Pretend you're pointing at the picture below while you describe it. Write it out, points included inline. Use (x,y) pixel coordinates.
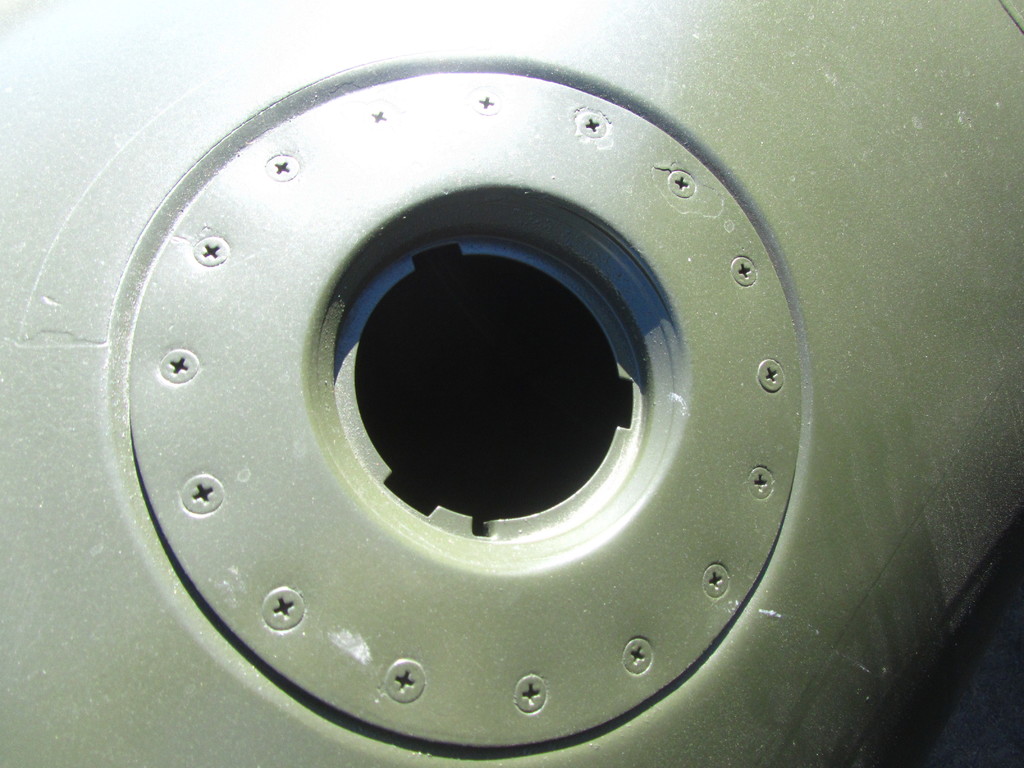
This picture shows a metal tank (24,244).
